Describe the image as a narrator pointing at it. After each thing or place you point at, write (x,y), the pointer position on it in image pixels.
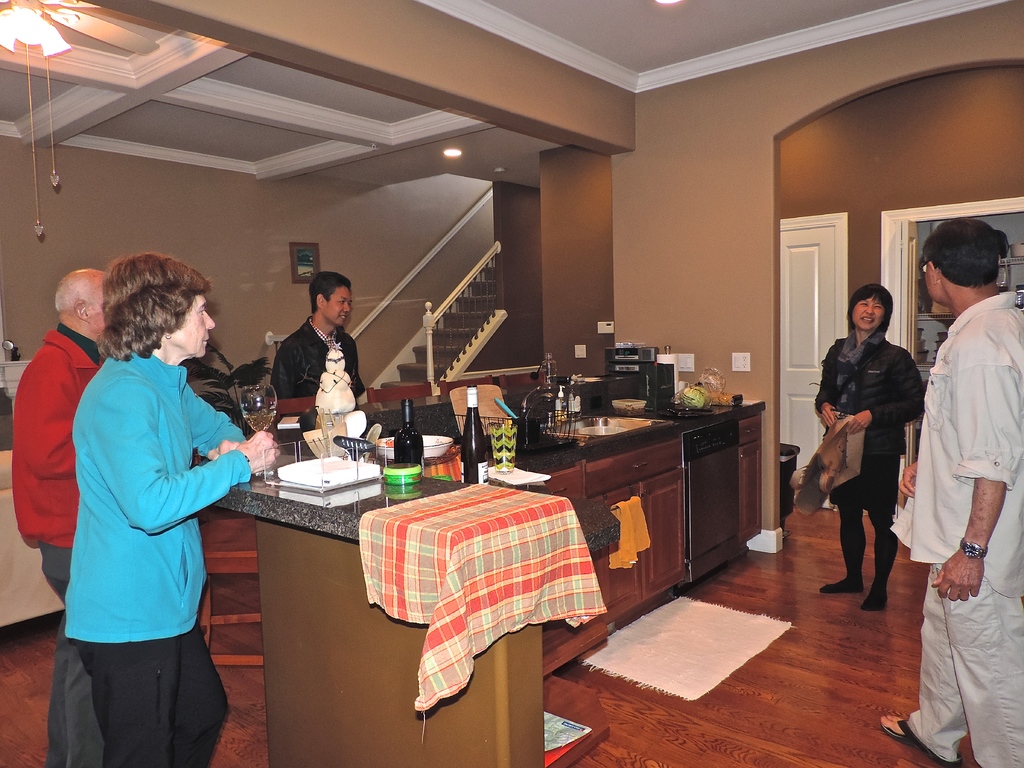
In the center of the image (383,417) there is a counter table (320,554) and we can see bottles (466,459), sink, holder (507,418), cloth (406,540) and some objects (701,396) placed on the counter table (594,450). There is a floor mat (681,666) placed on the floor (690,730). We can see people (154,322) standing. In the background (457,351) there are stairs (435,342) and doors (902,335). At the top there are lights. We can see a frame (302,282) placed on the wall (256,247).
